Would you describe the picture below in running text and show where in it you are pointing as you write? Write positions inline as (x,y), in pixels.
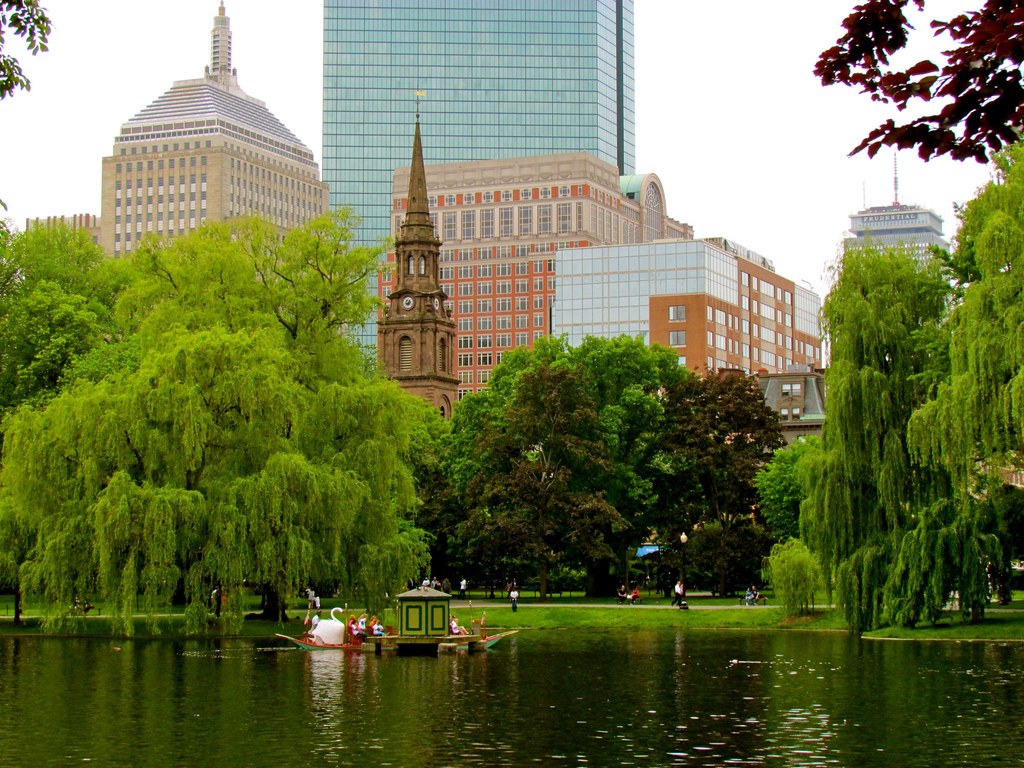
In the picture I can see a boat (356,635) in which people (356,635) are sitting is floating on the water (422,677), we can see a few people (462,594) are walking on the grassland (499,617), we can see trees (340,524), clock tower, tower buildings (515,314) and the sky (38,104) in the background (594,145).
